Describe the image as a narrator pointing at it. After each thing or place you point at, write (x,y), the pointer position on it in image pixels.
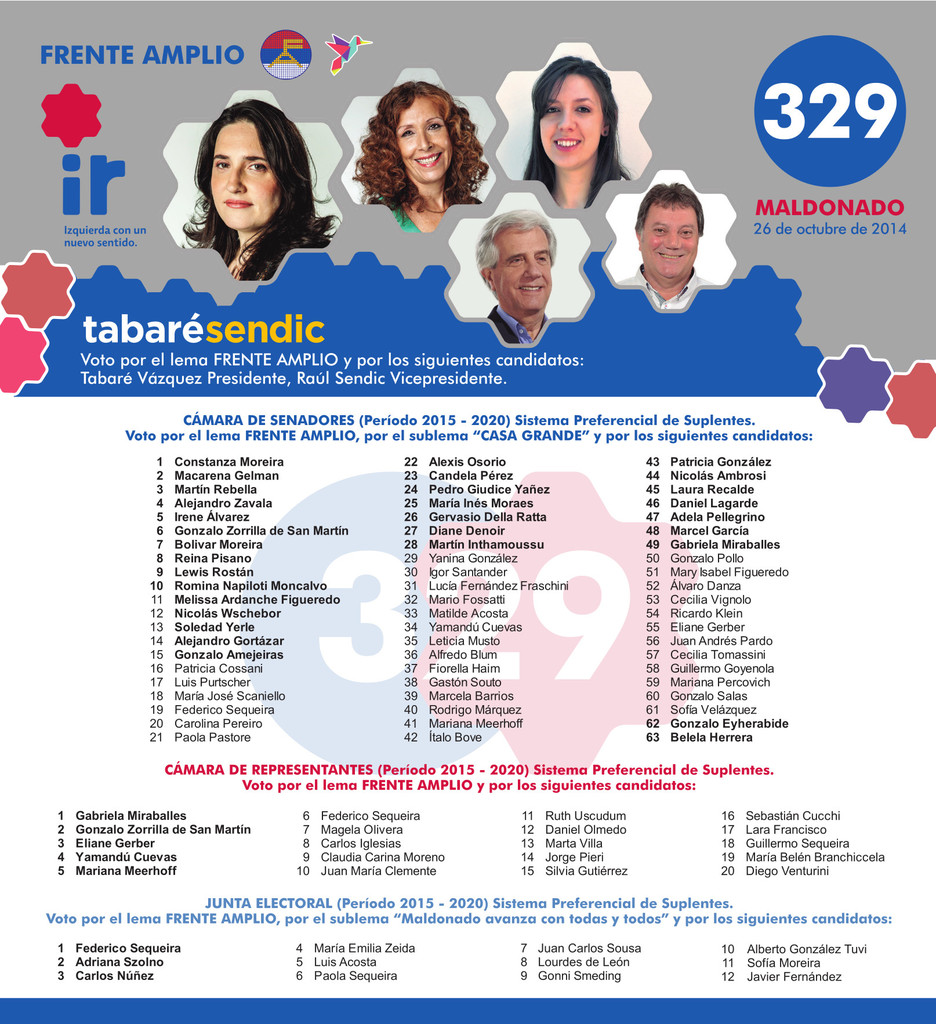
In this image there is a poster (585,343), there are the faces (218,191) of women (215,146), there are the faces (677,222) of men (659,268), there is a bird (353,49) flying, there is a flag (288,49), there is text (412,559), there are numbers (385,560).
